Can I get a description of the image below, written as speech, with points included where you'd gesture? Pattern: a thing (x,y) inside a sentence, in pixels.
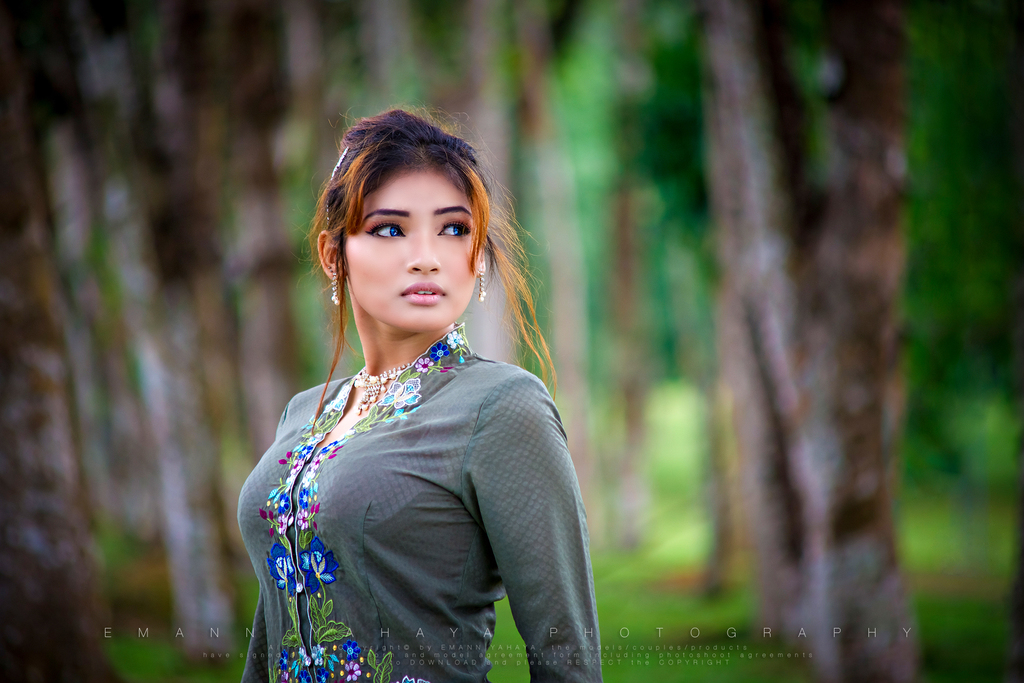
In this image we can see a girl (386,374) standing and looking to the right side of the image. The background (115,468) is blurry.
